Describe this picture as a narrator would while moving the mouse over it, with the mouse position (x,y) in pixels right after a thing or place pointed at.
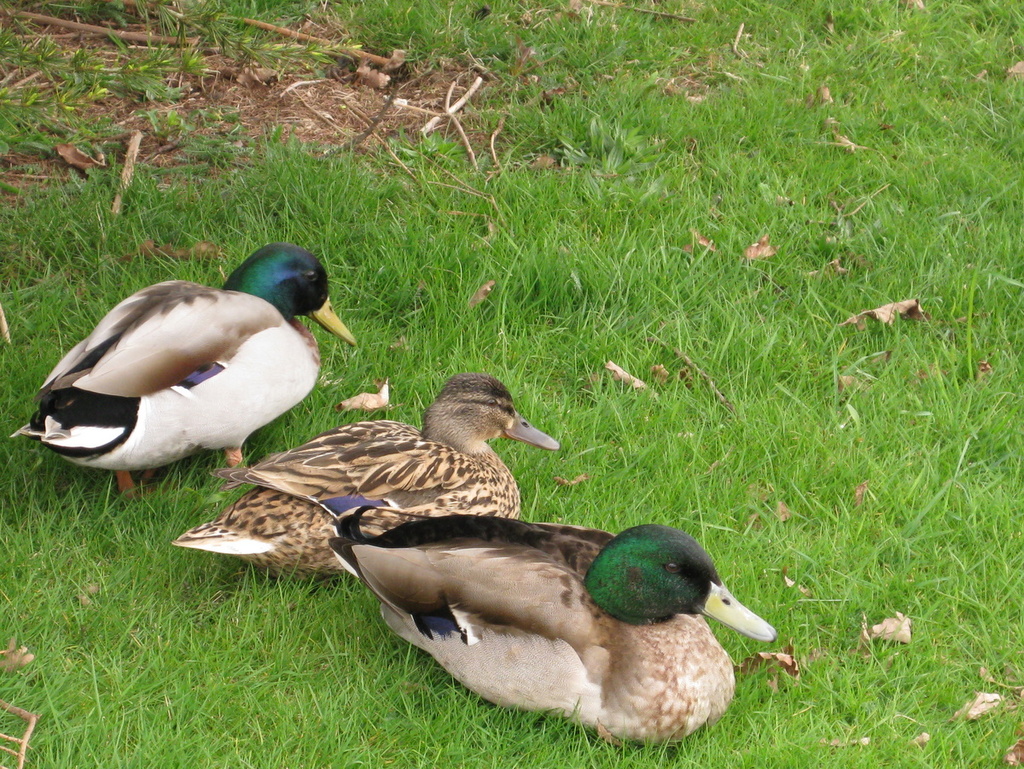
In this image I can see grass ground (672,229) and on it I can see few leaves (776,680) and three birds (313,524). I can also see color of these birds (202,347) are white, green, black and brown.
